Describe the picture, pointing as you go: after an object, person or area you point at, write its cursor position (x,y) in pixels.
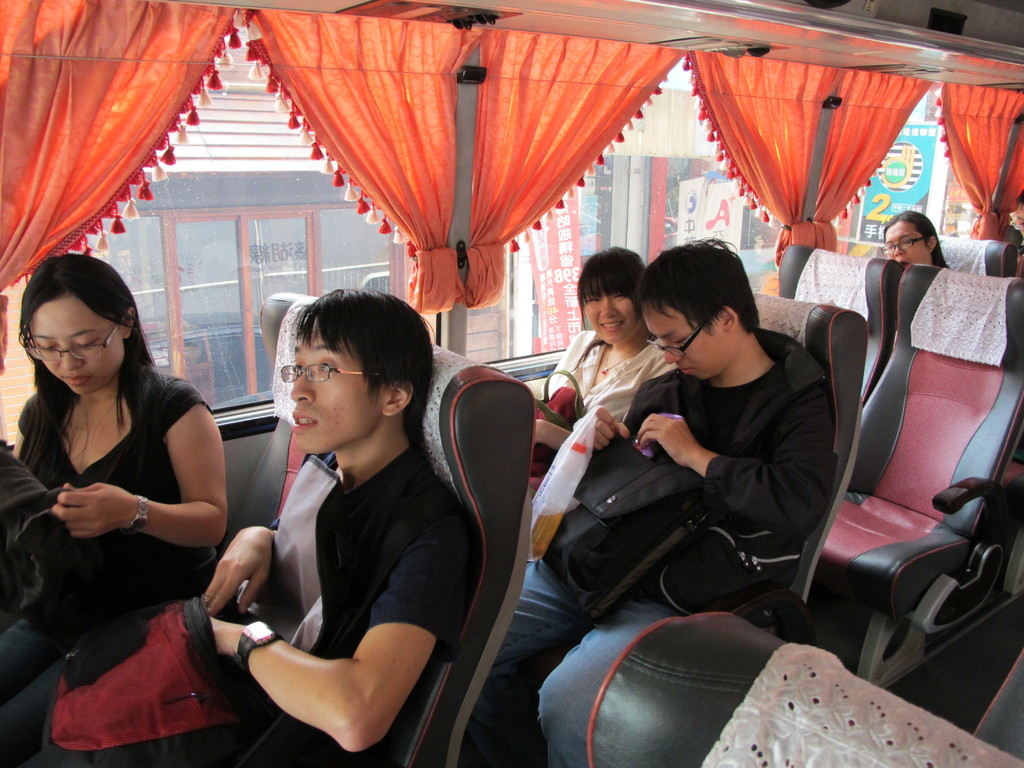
This picture might be taken inside the bus (907,459). In this image, in the middle (347,450), we can see four people (401,652) are sitting on the bus seats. On the left side (122,217), we can see some curtains (821,188) and a group of people (1023,221) sitting on the seats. In the background (206,298), we can see a glass window (206,298), outside the glass window (310,196), we can see a building (185,272), glass door (266,265), hoardings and a shutter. On the right corner (921,638), we can also see another seat (735,761) of the bus (701,763).
